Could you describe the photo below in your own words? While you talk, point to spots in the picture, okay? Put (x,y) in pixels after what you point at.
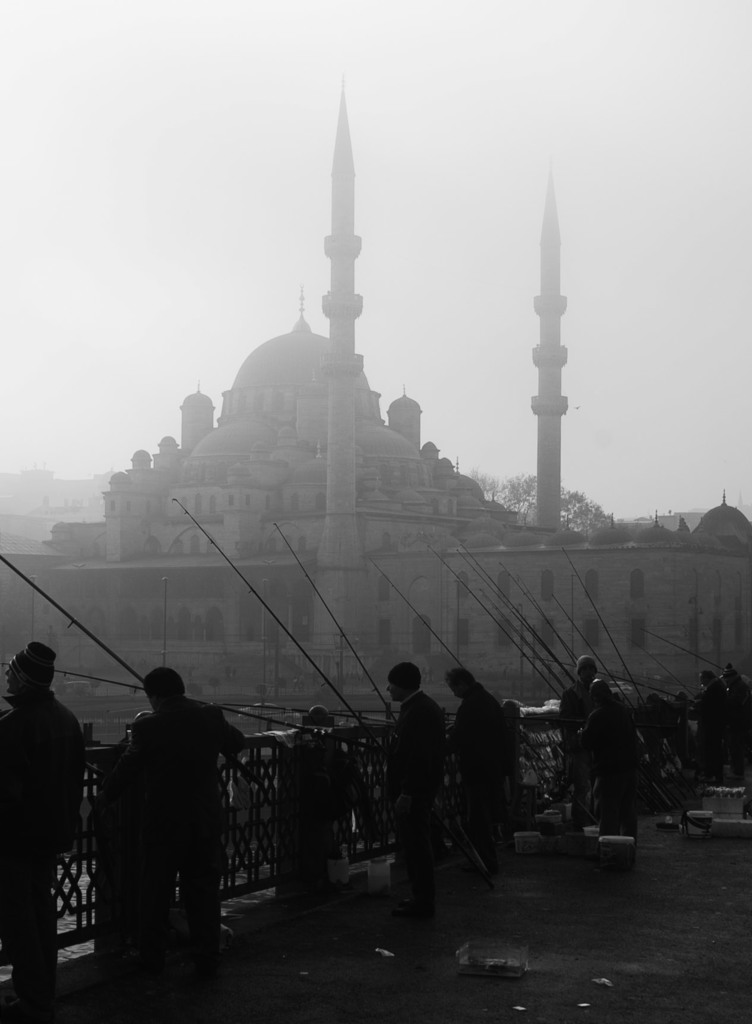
In this image I can see number of people (171,825) standing on the ground (494,922) and holding sticks (441,827) in hands (405,799). I can see the railing (265,778) and few objects (691,832) on the ground (652,830). In the background (520,513) I can see few buildings (272,566), few trees (520,506), few pillars (345,373) and the sky (494,164).
